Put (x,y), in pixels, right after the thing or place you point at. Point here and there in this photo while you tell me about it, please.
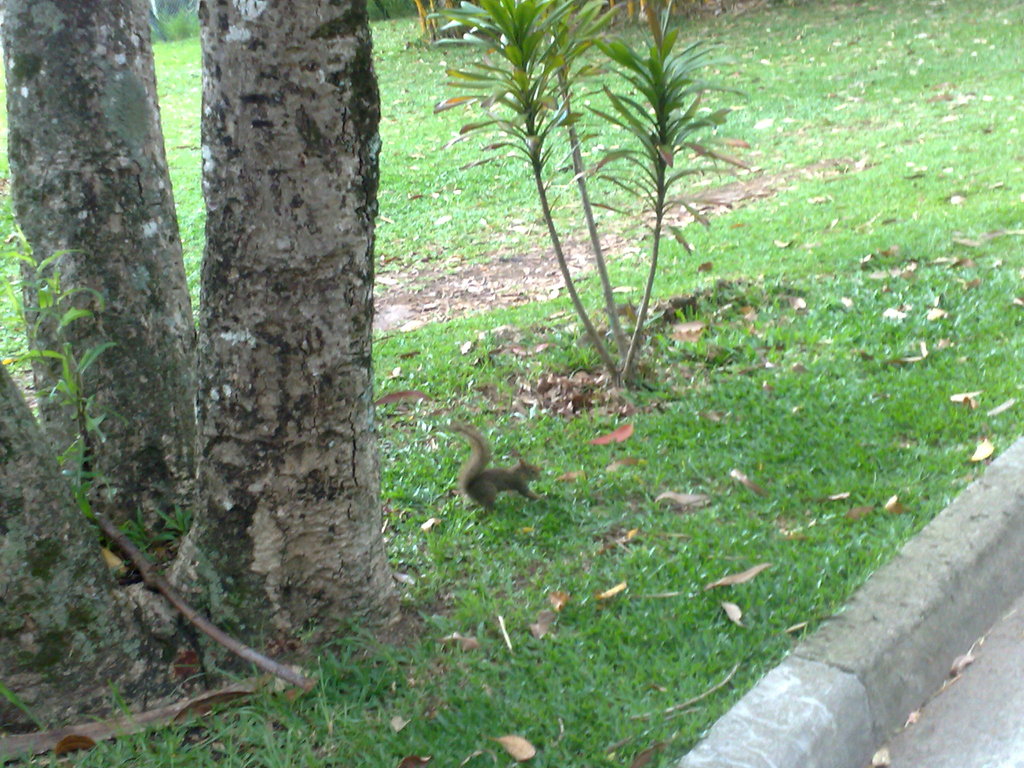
In this image we can see a squirrel (512,476) on the grassy land (492,576). There is a bark (256,291) of a tree (266,241) on the left side of the image (129,398). There is a plant (544,188) in the middle of the image (557,260). We can see dry leaves (608,237) on the grassy land (483,653). It seems like pavement (932,677) in the right bottom of the image (907,657).
